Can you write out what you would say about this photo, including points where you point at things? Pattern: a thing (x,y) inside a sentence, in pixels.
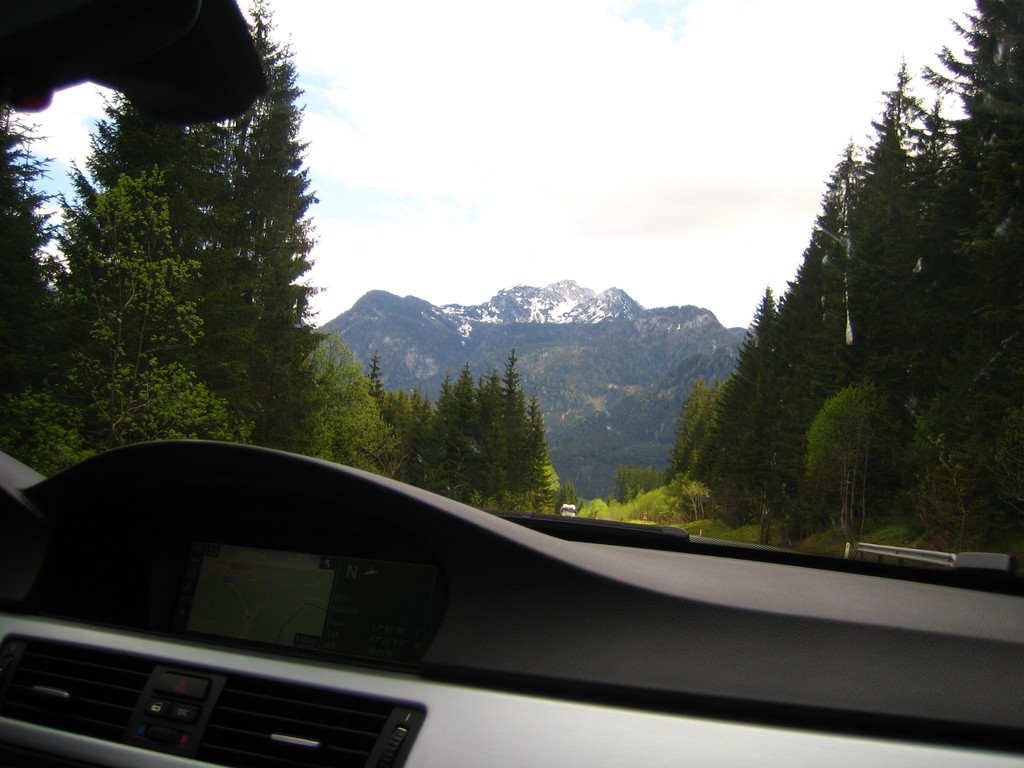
This image is taken in a car (408,523). At the bottom of the image (242,705) there is a dashboard (359,589). In the middle of the image (490,304) there is a windshield (898,483). Through the windshield (583,374) we can see there are a few hills (596,358), trees (538,438) and plants (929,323). At the top of the image (507,119) there is a sky (679,130) with clouds (691,173).
